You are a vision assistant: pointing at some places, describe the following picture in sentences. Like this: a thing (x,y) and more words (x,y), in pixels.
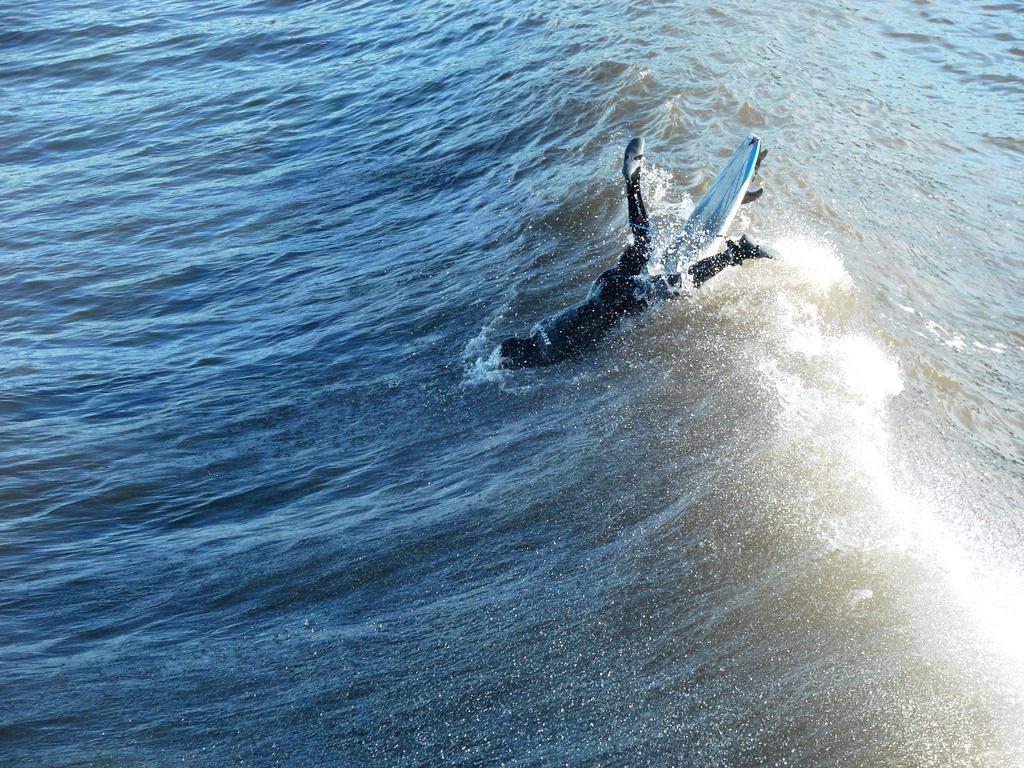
In this image I can see the person (601,305) with the surfboard (701,232) and I can see the person (557,319) in the water (434,299). I can see the water (240,376) in blue color.
